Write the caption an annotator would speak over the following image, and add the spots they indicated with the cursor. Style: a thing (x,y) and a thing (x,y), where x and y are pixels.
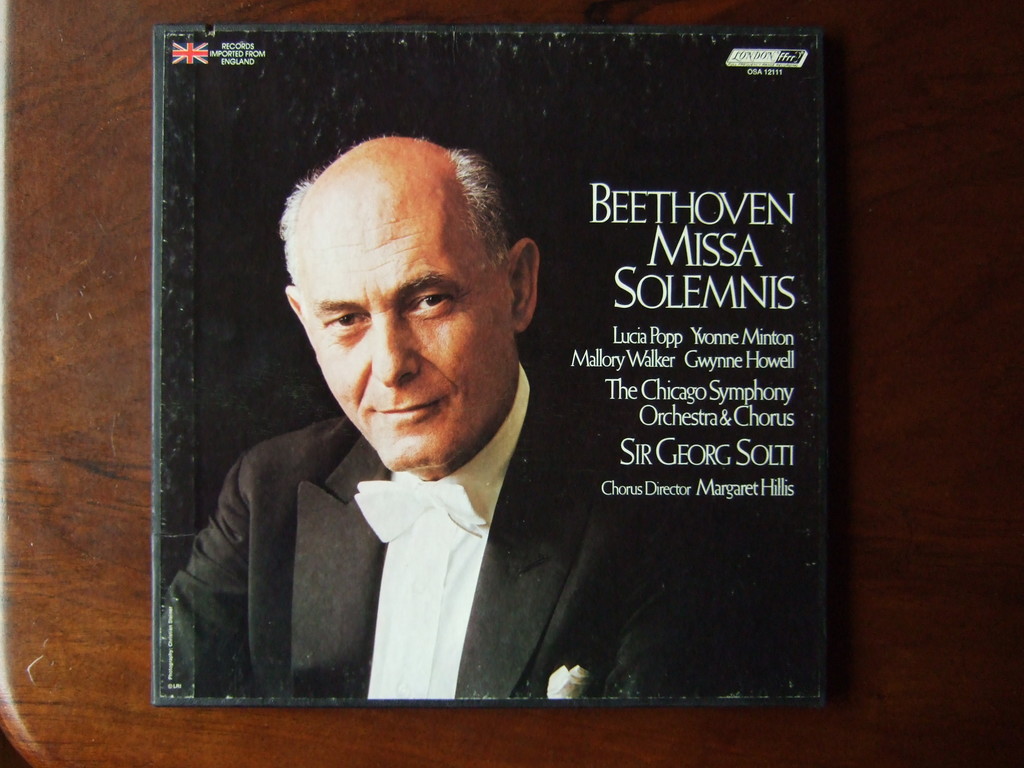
In this image I can see a brown colored surface (71,373) and on the brown colored surface (14,126) I can see a black colored object (647,30) on which I can see a person (363,432) wearing white shirt (395,586) and black blazer (335,566) and I can see few words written on the object (658,138).
